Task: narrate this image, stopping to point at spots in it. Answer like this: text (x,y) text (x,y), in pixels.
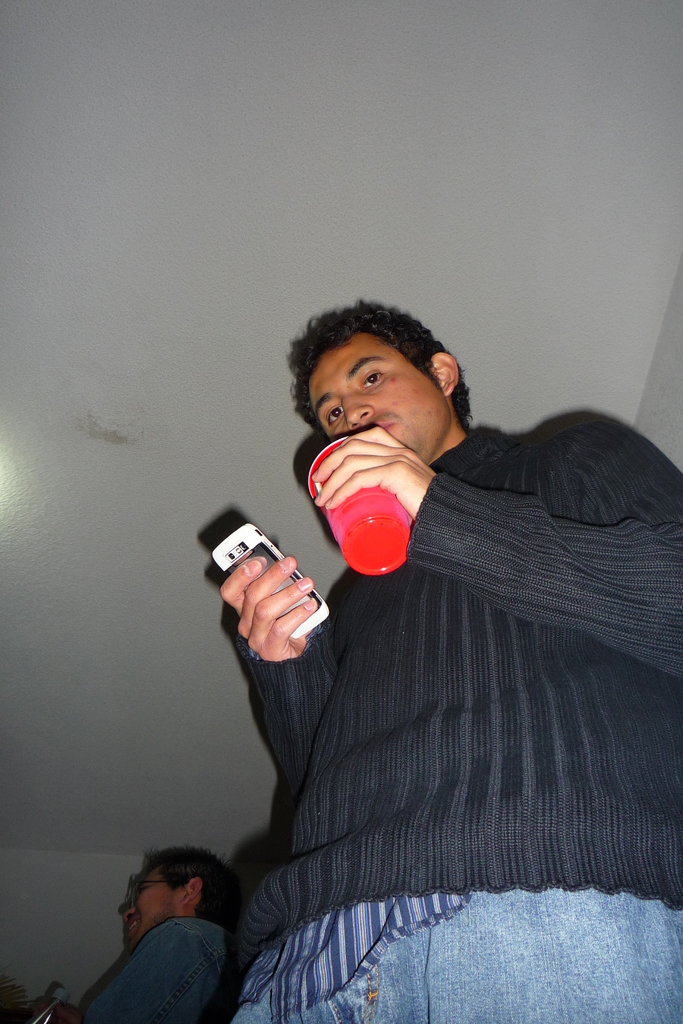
A person (505,660) in black dress (518,656) is holding a cup (355,535) and a mobile (241,547). Behind him there is an another guy (184,927). And above him there is a ceiling (168,262).
